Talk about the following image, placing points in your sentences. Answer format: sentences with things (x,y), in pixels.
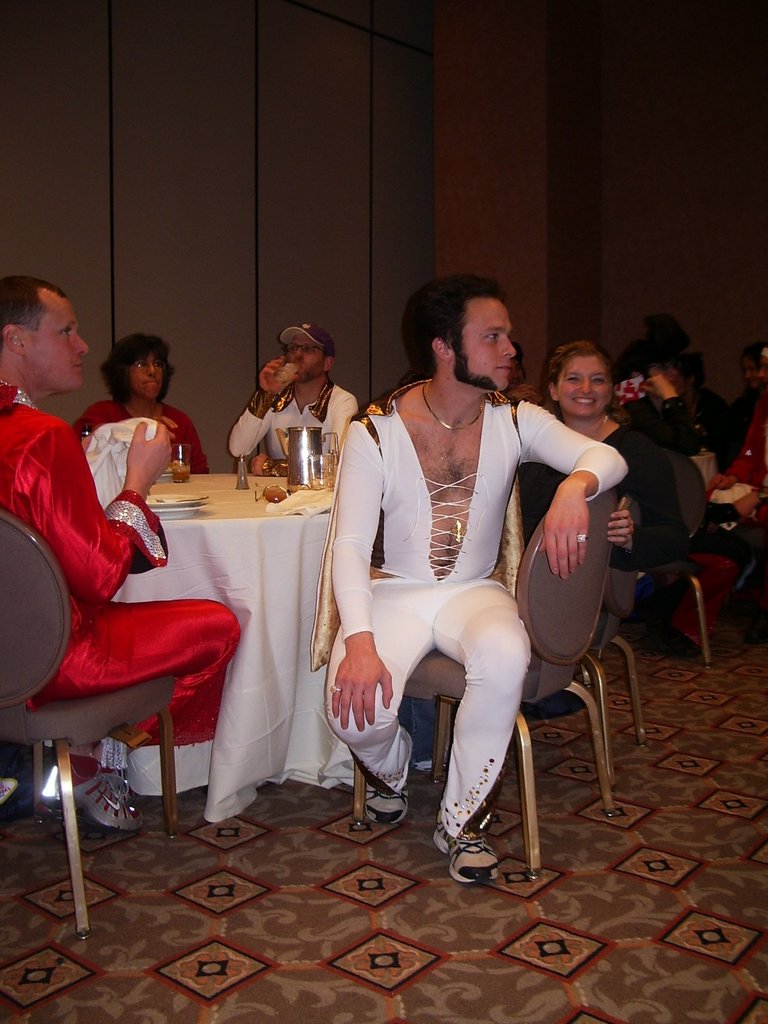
There are few people (159,549) here sitting on the chair (551,628) around the table (274,531). On the table (269,514) we can see jar (297,465), food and glass (187,471) on it. This is the wall (485,206).
